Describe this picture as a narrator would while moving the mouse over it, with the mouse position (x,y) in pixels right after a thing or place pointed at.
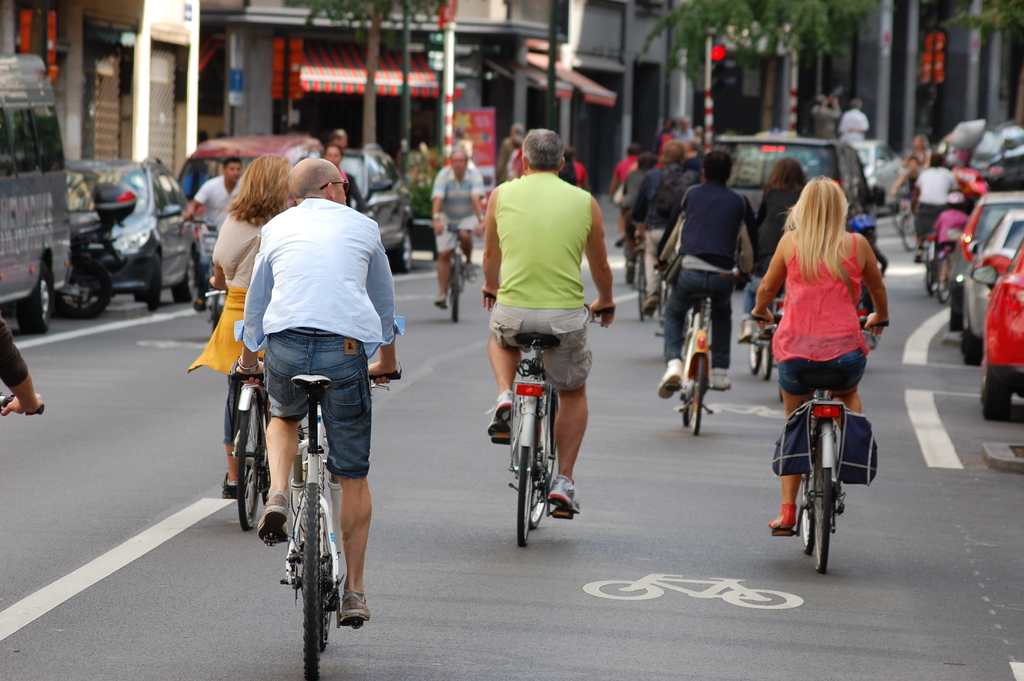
There are some people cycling on the roads (568,572). On the right corner (990,398) and left corner (34,199) we can see cars (968,298). In the background (398,111) we can see some stores (608,57), tent (358,70), trees (986,24), buildings (621,44).
